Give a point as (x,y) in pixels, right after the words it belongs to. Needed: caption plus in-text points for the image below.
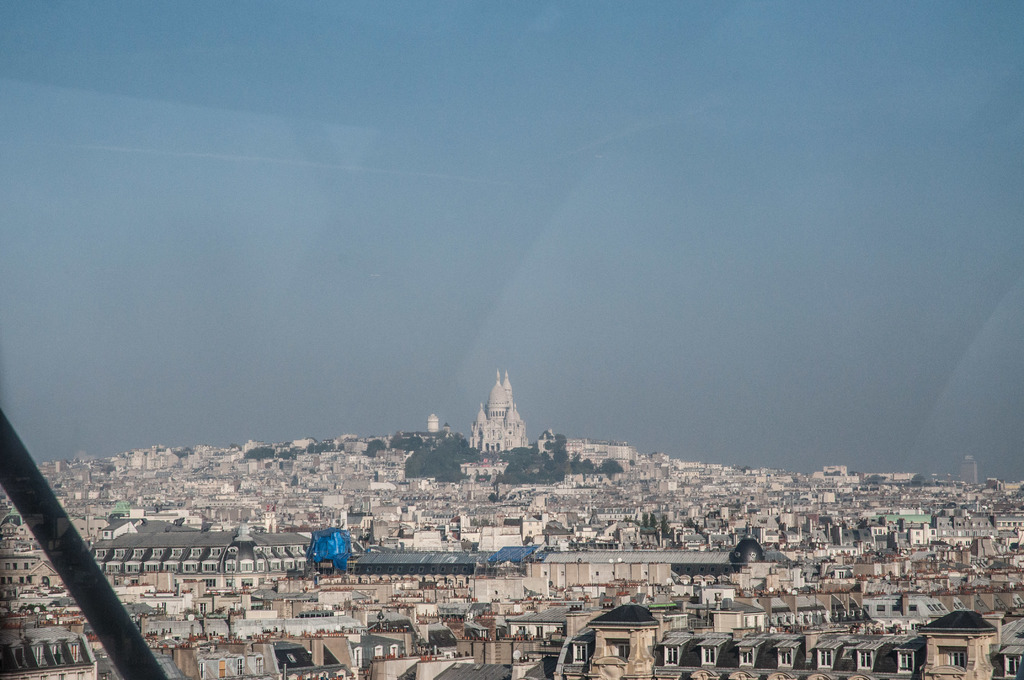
In this image we can see a group of buildings (560,509) and trees (429,449). At the top (434,157) we can see the sky (12,408).
